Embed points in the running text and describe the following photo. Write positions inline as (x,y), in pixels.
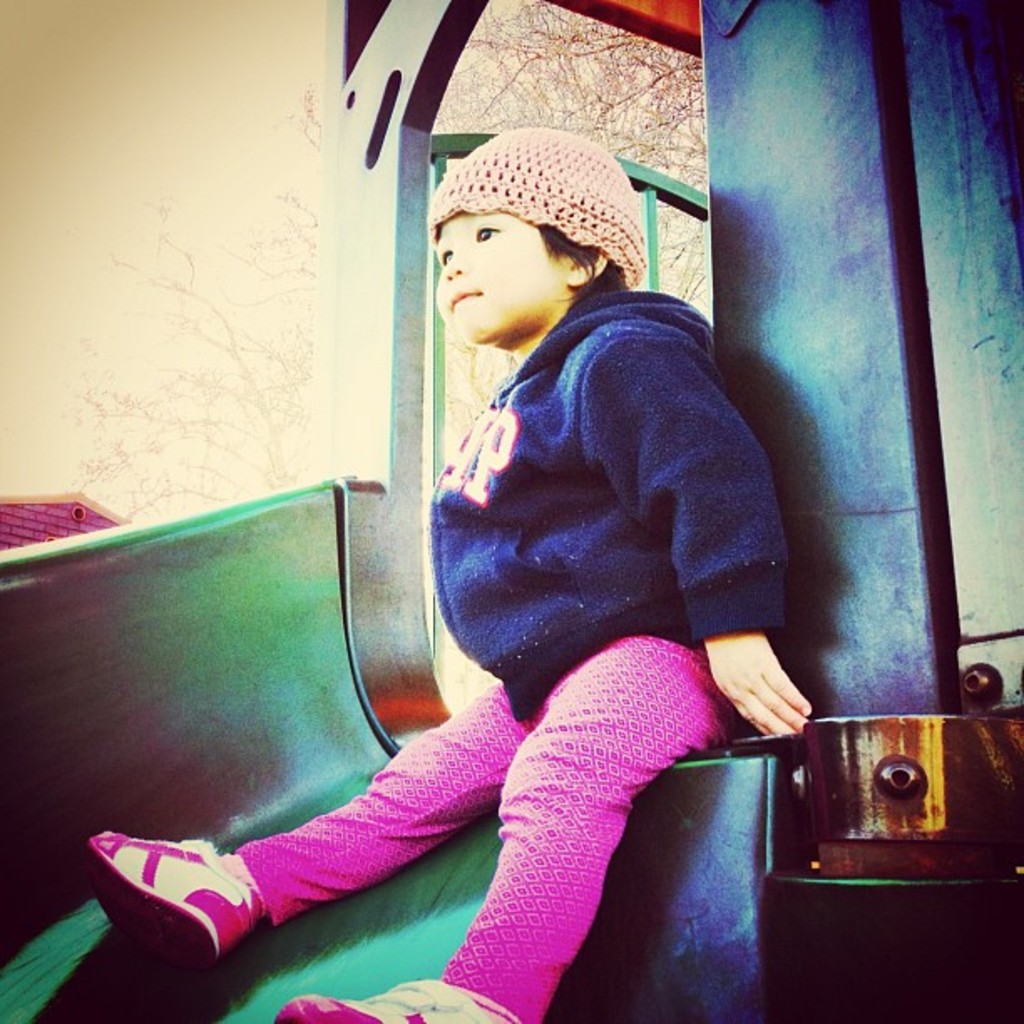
A little baby (571,686) is sitting. This baby (600,563) wore a sweater (650,526) and a pink color trouser (558,806).
